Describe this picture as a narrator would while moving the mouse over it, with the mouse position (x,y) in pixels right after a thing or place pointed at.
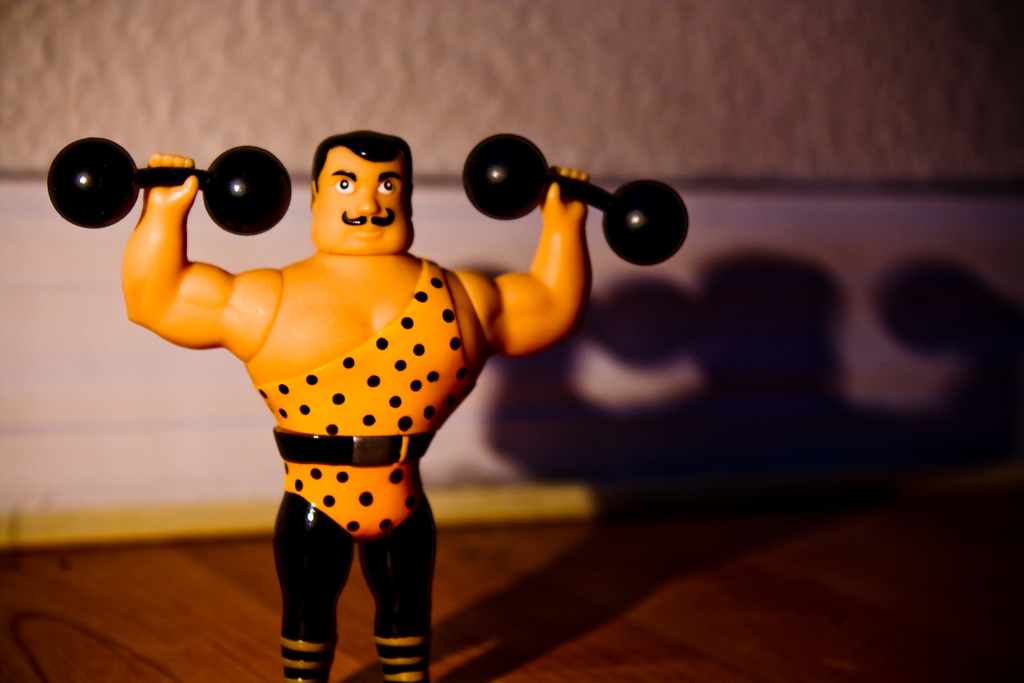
In this image I can see a toy (364,415) on the object (692,660) and there is a shadow (668,430) of the toy (410,501). And there is a wall (749,93) in the background (650,146).
